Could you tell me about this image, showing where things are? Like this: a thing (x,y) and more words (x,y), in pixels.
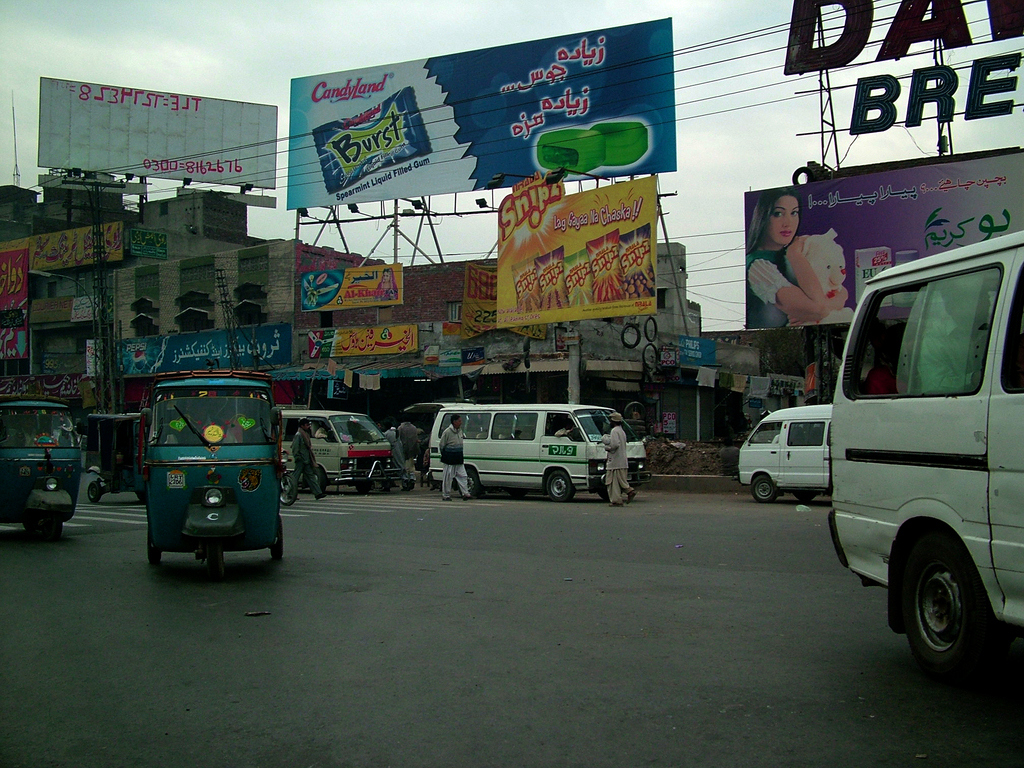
In this image we can see a group of vehicles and some people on the road (484,585). On the backside (566,374) we can see some buildings (377,398) with windows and shutters (685,397). We can also see some posters (398,171) to the stand (336,211) with some text (345,193) and pictures (635,151) on it, some metal poles (396,205), lights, some clothes (371,381) hanged, tires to a wall (619,350), name board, wires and the sky (385,31) which looks cloudy.
